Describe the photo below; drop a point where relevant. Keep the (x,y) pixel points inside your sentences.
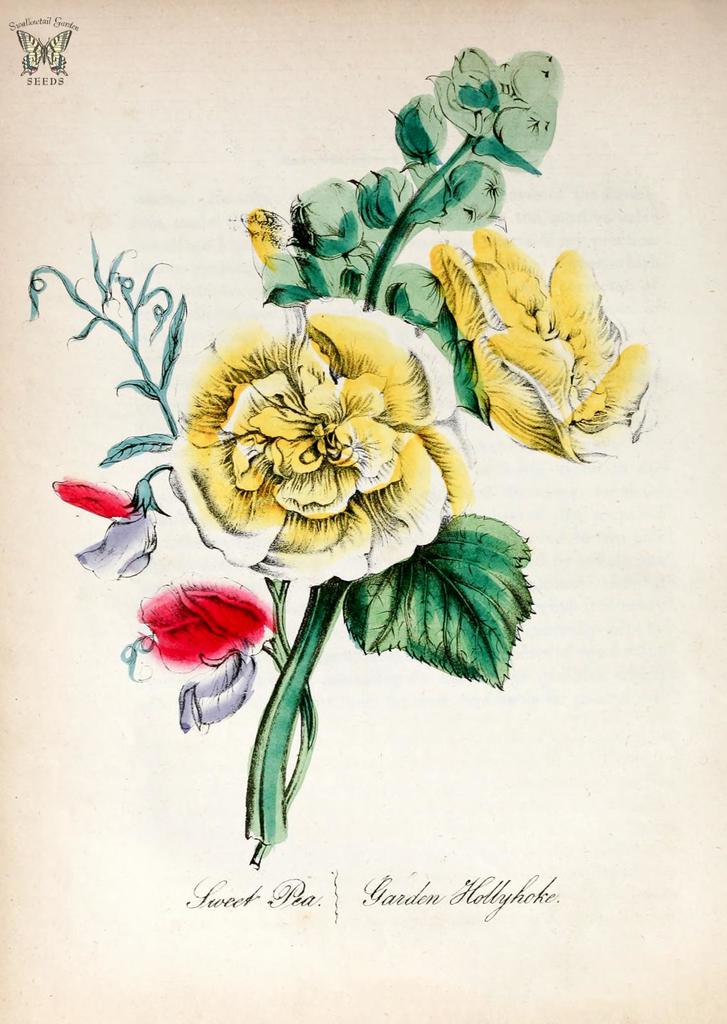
This image consists of a poster (327,447). In the middle (404,469) there are flowers (553,325), leaves (453,560), stems (326,621). At the bottom (424,902) there is a text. At the top (44,50) there is a logo (56,69) and text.
